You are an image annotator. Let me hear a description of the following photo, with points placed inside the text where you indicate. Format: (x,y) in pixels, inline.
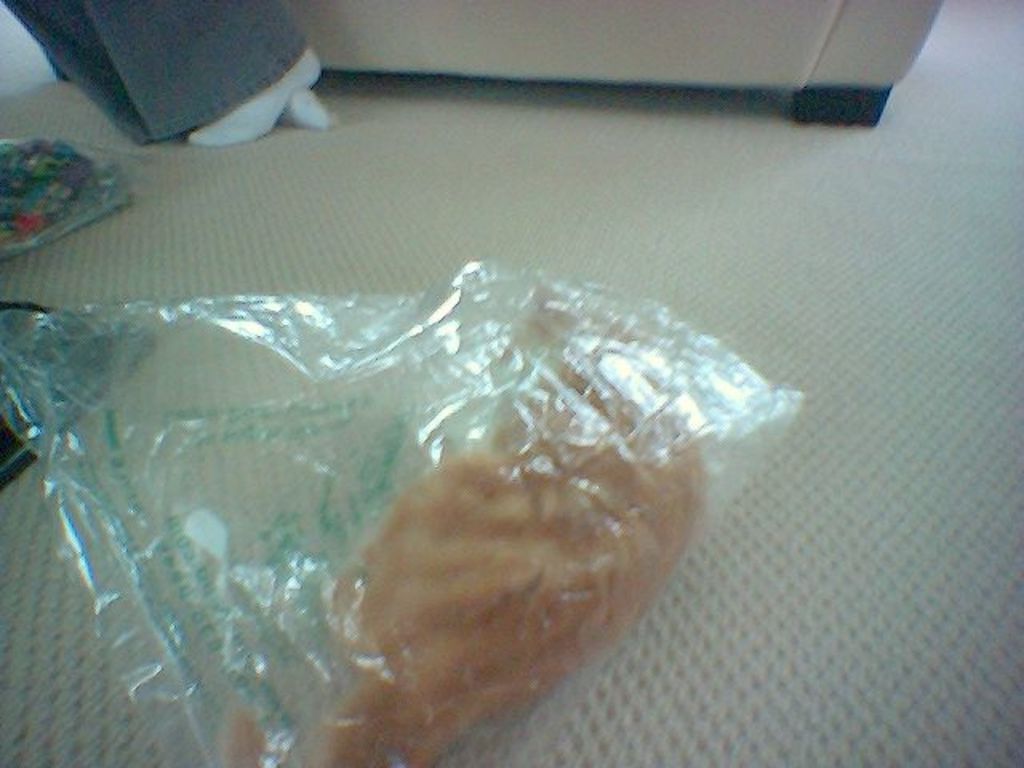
In this image there is a food item (544,479) in a cover (416,487) and there are a few objects (6,181) on the mat (783,219). There is a chair (529,31) and we can see the legs (204,99) of a person (236,99).
